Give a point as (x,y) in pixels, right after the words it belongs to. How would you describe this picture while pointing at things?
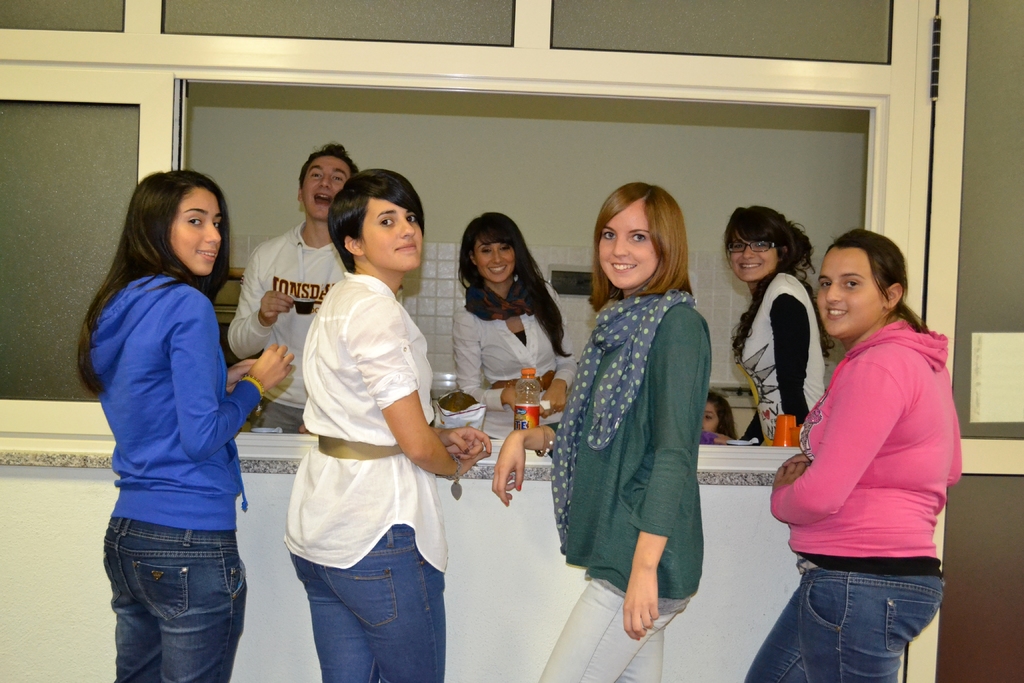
In this image we can see a group of people (506,337) standing. In that a man (300,338) is holding a cup (301,310). We can also see a table (528,463) beside them containing a bottle (536,410), cover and a glass (789,435). On the backside (729,414) we can see a person (719,406) sitting and a paper (974,410) on a wall (979,438).
